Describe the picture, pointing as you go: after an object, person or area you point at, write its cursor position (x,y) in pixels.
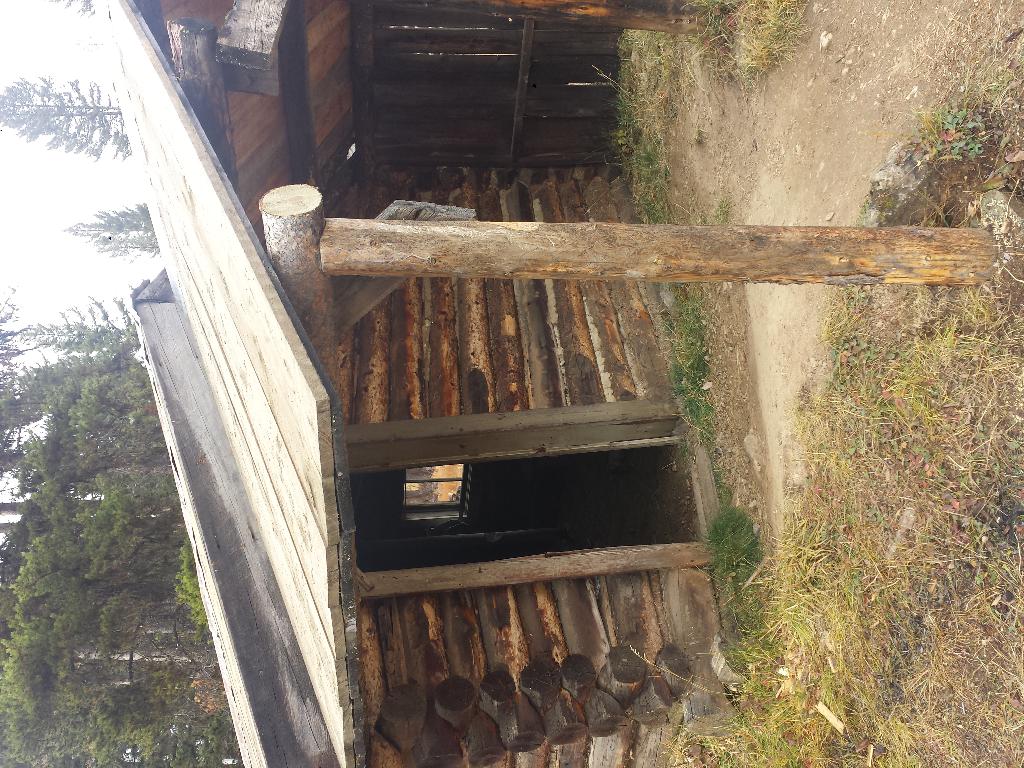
In the middle of the picture (553,415), we see a wooden shed (475,364) which has a wooden door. In the right bottom of the picture (904,678), we see the grass (915,566). Beside that, we see a wooden pole (953,264). On the left side (128,462), there are trees (115,565).
